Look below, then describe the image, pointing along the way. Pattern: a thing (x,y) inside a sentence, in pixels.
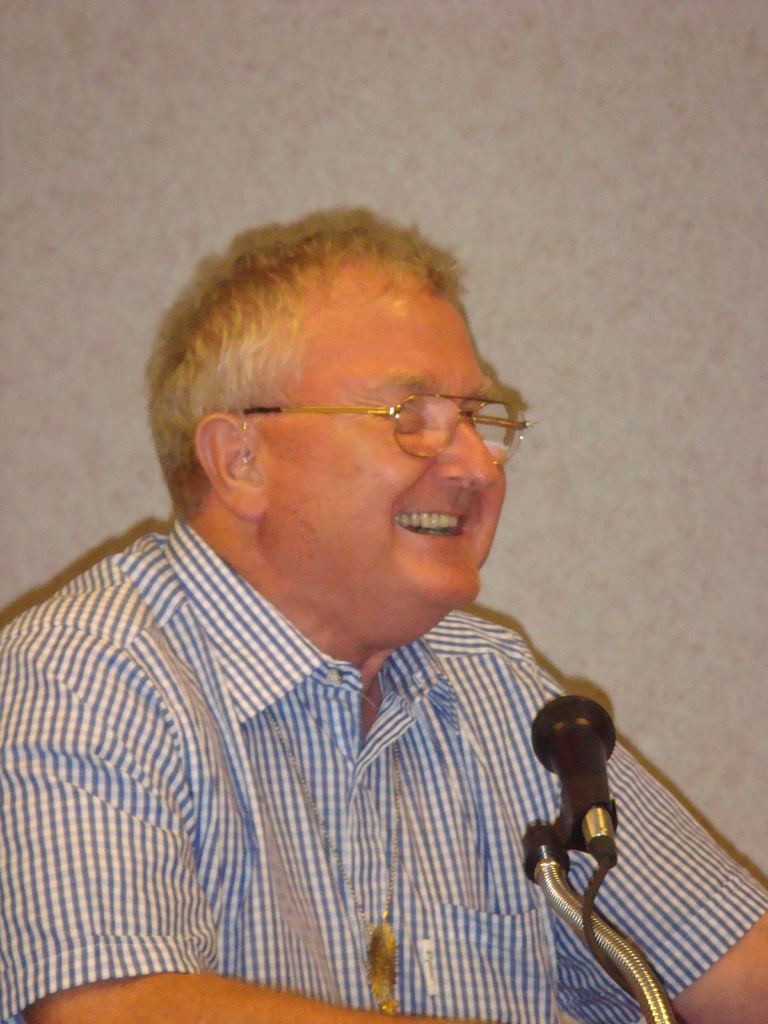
In this picture we can see a man (307,784) with the spectacles (391,409) and the man (193,757) is smiling. In front of the man (311,936) there is a microphone (569,784) with a cable (582,914). Behind the man (239,305) there is a wall (102,214).
